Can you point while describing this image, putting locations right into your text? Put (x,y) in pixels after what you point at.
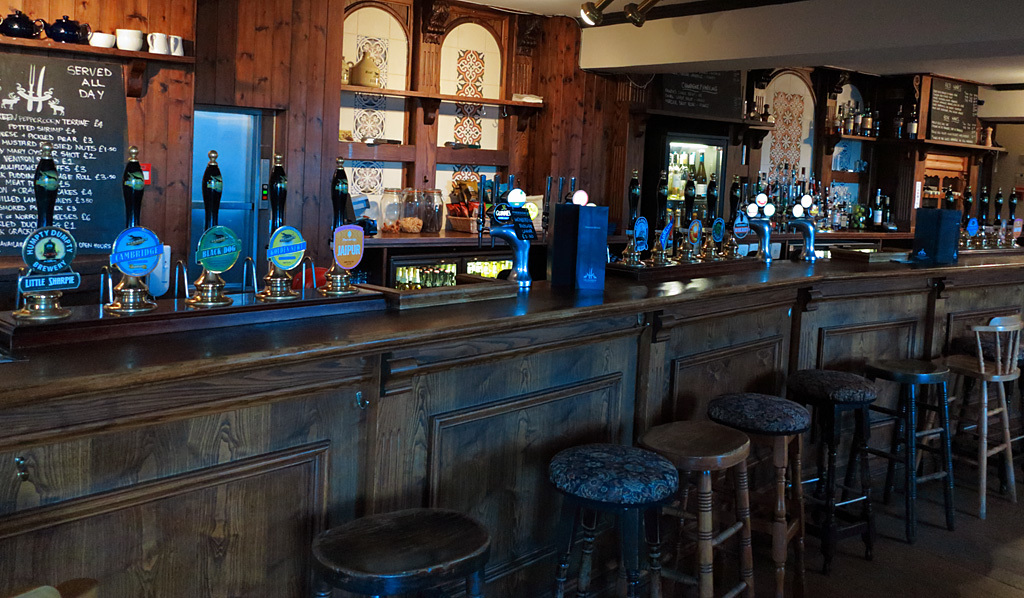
At the bottom of the picture (663,487), we see stools (805,421). Beside that, we see a wooden table (400,366) on which glass bottles (429,270) and some items (693,261) are placed. Behind that, we see a table (396,237) on which glass jars (406,212), basket (475,226) and glass bottles (453,268) are placed. Behind that, we see a brown cupboard (310,52). On the left side (91,155), we see a black color board (88,143) with some text (58,121) written on it. In the background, we see the cupboards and a table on which glass bottles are placed. In the top left (108,54), we see a rack (58,42) in which cups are placed.
